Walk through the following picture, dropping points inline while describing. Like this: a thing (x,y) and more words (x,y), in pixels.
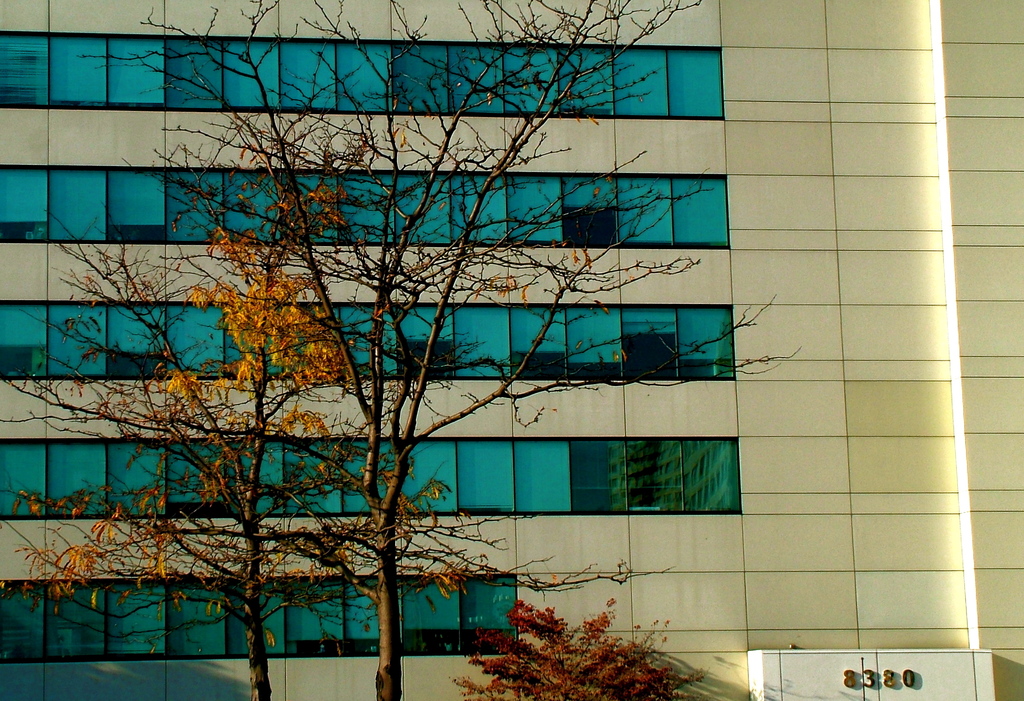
This image consists of a building (772,451) along with windows (592,446). In the front (418,538), there is a tree (439,586).
